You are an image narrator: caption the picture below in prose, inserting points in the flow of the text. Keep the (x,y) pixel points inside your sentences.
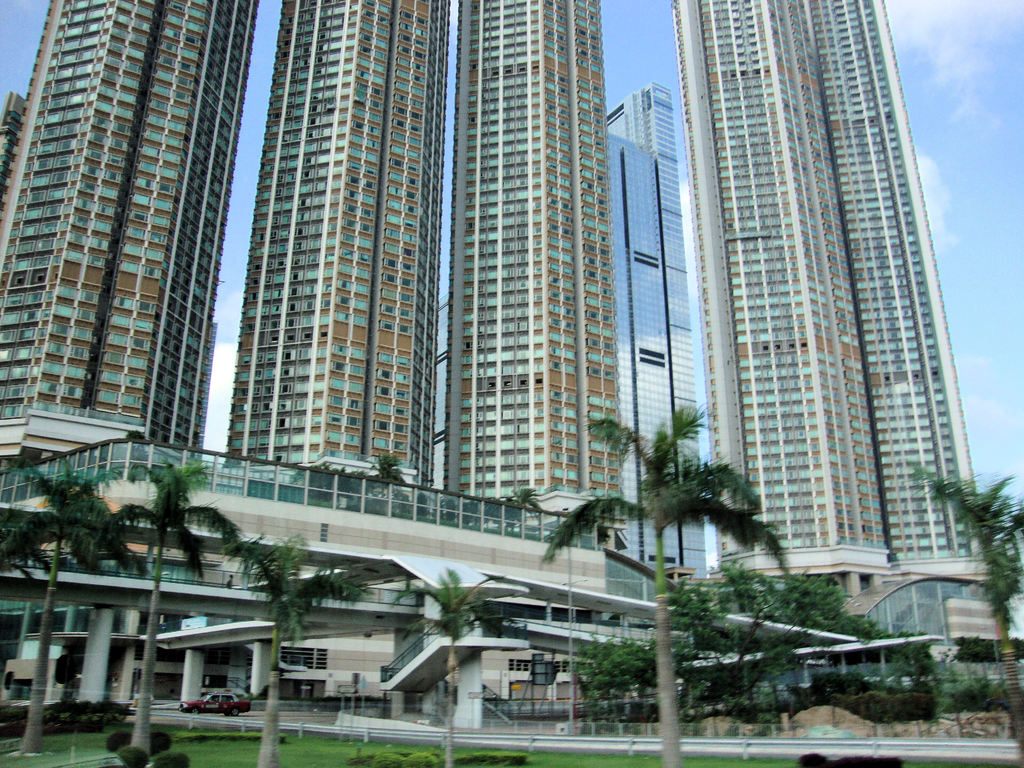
There are trees (675,729), stairs (492,627) and buildings (500,205).
